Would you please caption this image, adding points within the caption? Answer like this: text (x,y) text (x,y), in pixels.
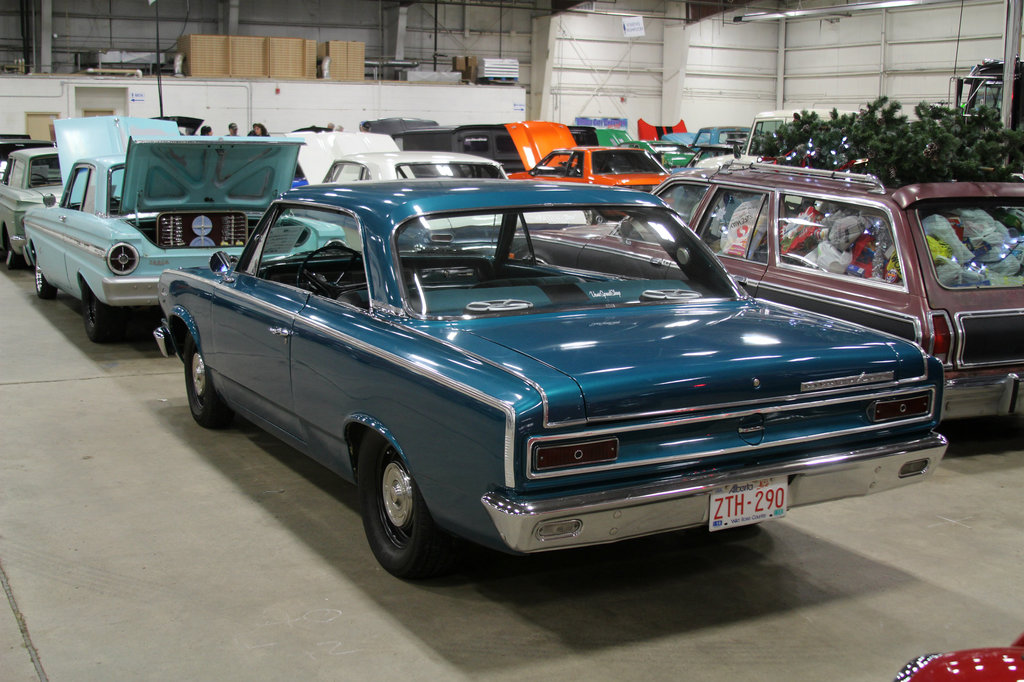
In this image I can see a car (549,314) which is blue in color on the ground (289,533) and to the right side of the image (863,323) I can see another car (872,301) which is red in color and in the car (865,189) I can see few plants (875,165) and few other objects (849,251). In the background (597,169) I can see number of cars (508,162), the white colored wall (376,117) and few other objects (287,61).
